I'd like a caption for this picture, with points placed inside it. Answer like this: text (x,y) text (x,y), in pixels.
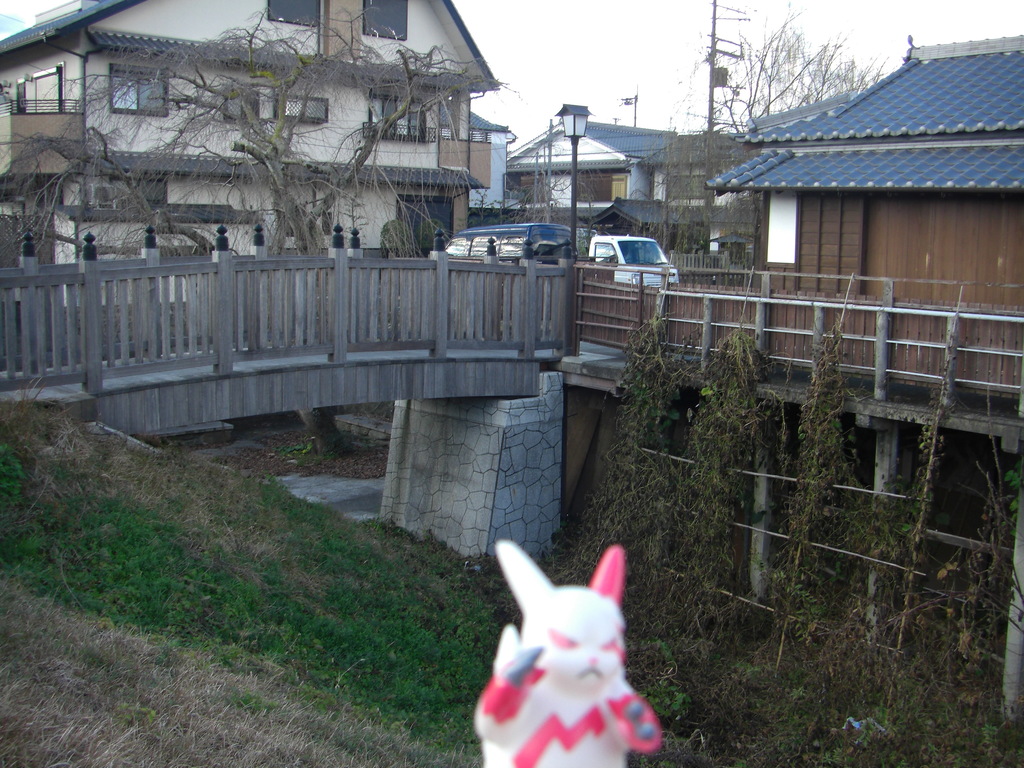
In the image we can see there is a white colour toy (539,669) and the ground (197,554) is covered with grass (310,558). There is a bridge (360,318) and vehicles (520,232) are parked on the road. Behind there are trees (360,150) and there are buildings (333,156).
